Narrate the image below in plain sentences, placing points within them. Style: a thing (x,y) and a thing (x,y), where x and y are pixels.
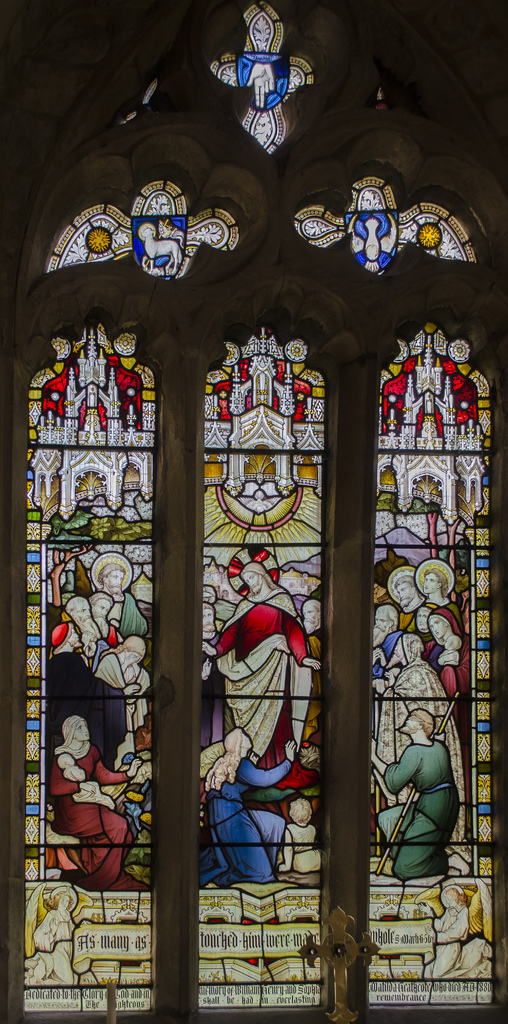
In this picture we can see windows (288,723), on these windows (291,712) we can see people (305,714), symbols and some text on it.
